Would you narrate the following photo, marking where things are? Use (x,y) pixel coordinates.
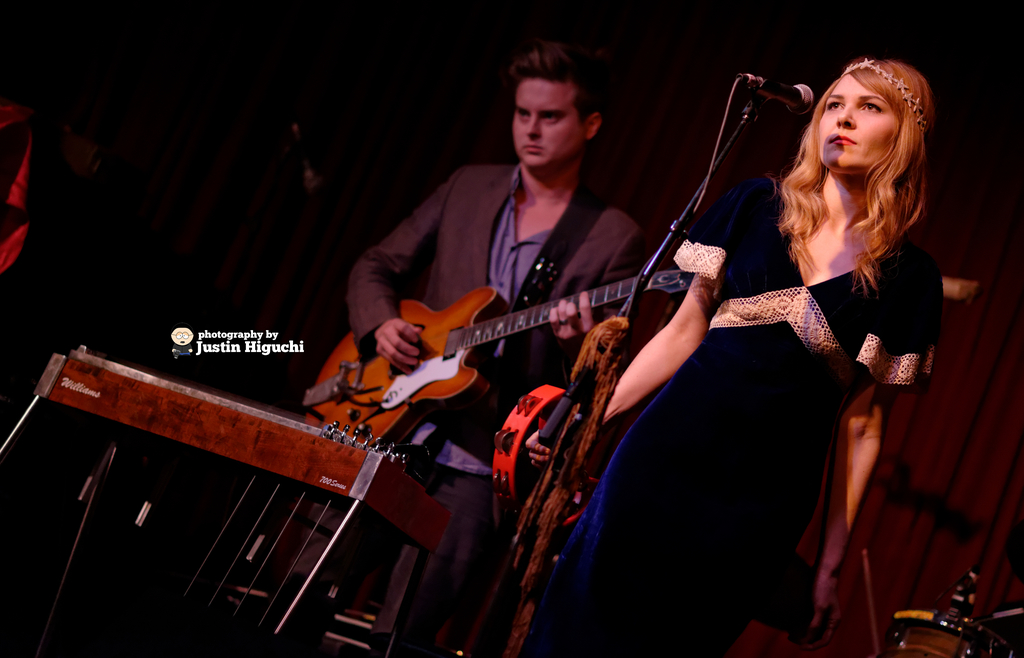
there is a woman (854,234) standing near the microphone (777,96) and a man (517,266) holding a guitar (458,303).
